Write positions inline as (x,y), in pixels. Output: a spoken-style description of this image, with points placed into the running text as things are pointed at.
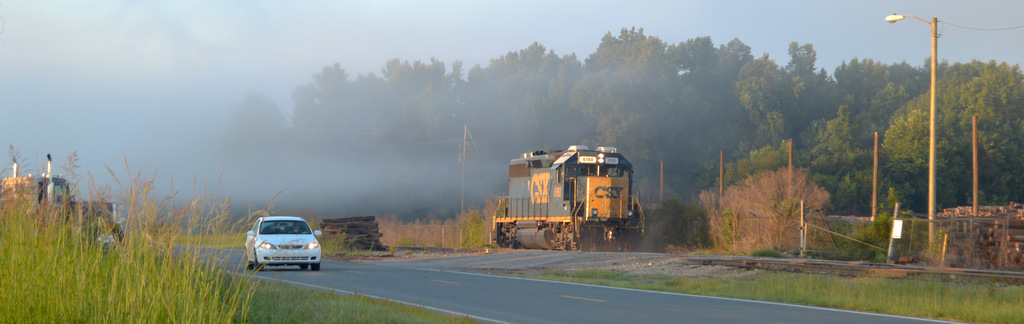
In this image we can see the vehicles (289,239) passing on the road (430,283). We can also see a train (578,216), fence (969,245), light pole (912,15), some roads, trees (557,126) and also the grass (766,276). We can also see an electric pole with the wires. We can see the wooden sticks (349,230), fog (307,149) and also the sky (732,24).
